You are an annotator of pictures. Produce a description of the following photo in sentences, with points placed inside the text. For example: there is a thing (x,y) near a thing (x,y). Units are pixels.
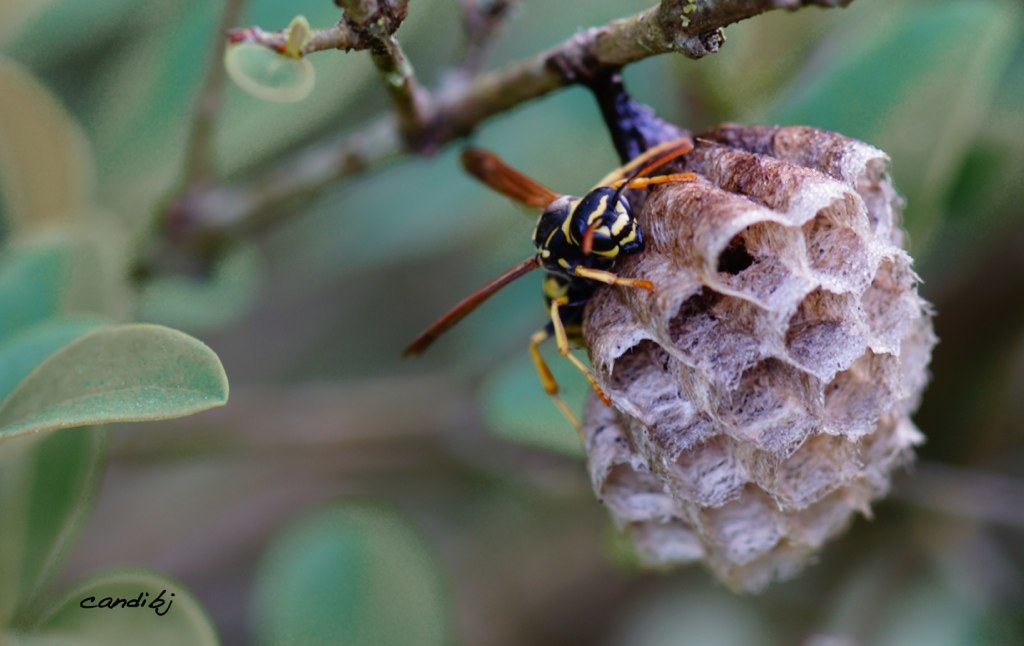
In this image we can see wasp (547,225) on a wasp nest (792,346). And the nest (791,328) is on a stem (459,108). In the background (244,404) it is blur. Also there is text (148,593) on the image.
